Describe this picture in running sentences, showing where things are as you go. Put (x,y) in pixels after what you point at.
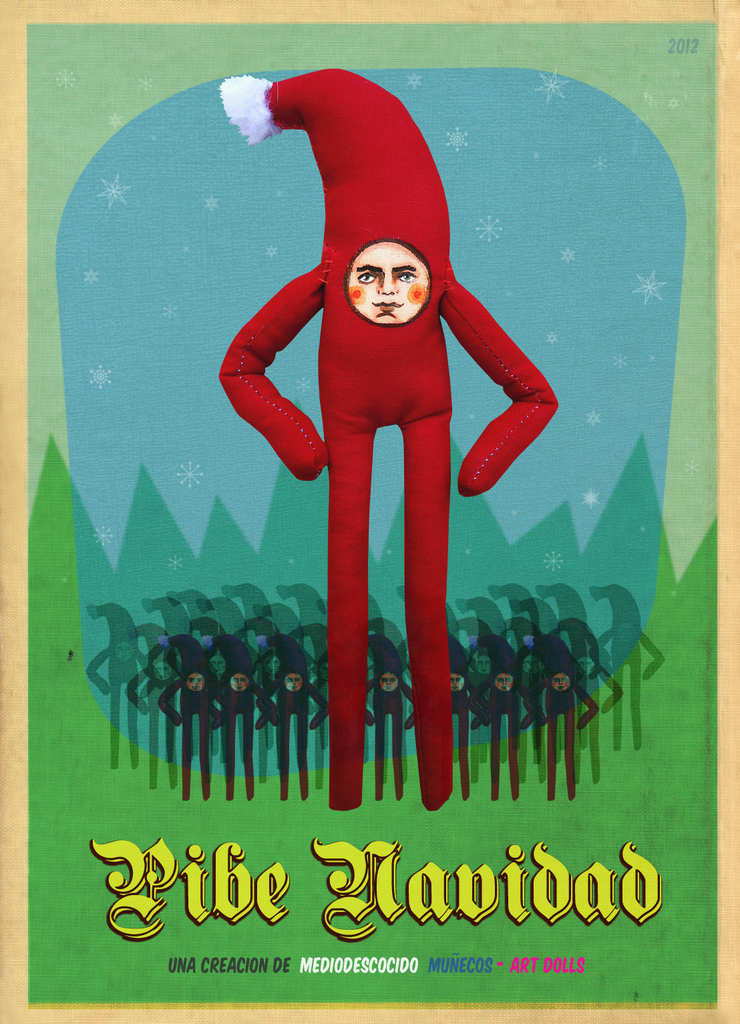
This is a poster in this image in the center (412,363) there is one person's face (375,276) is visible, and the person (377,274) is wearing a hat (383,227). In the background (394,716) there are some persons (649,645), at the bottom of the image (353,870) there is text (556,894).
